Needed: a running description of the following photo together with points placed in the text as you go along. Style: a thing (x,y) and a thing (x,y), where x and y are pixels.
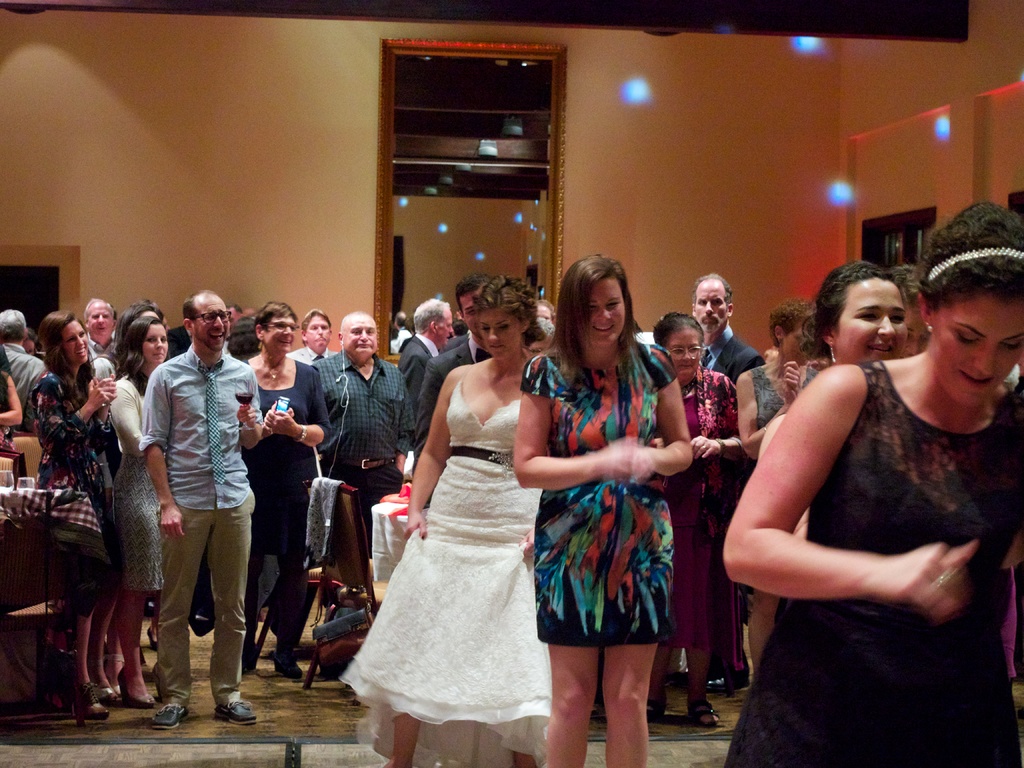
In this image we can see many people (684,432) on the floor (142,645). We can also see a person (240,470) holding the drink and standing and smiling. In the background (262,200), we can see the plain wall (722,208) and also the lights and the entrance (487,240) to another room (470,233). We can also see the tables (395,539) which are covered with the clothes (386,509).
